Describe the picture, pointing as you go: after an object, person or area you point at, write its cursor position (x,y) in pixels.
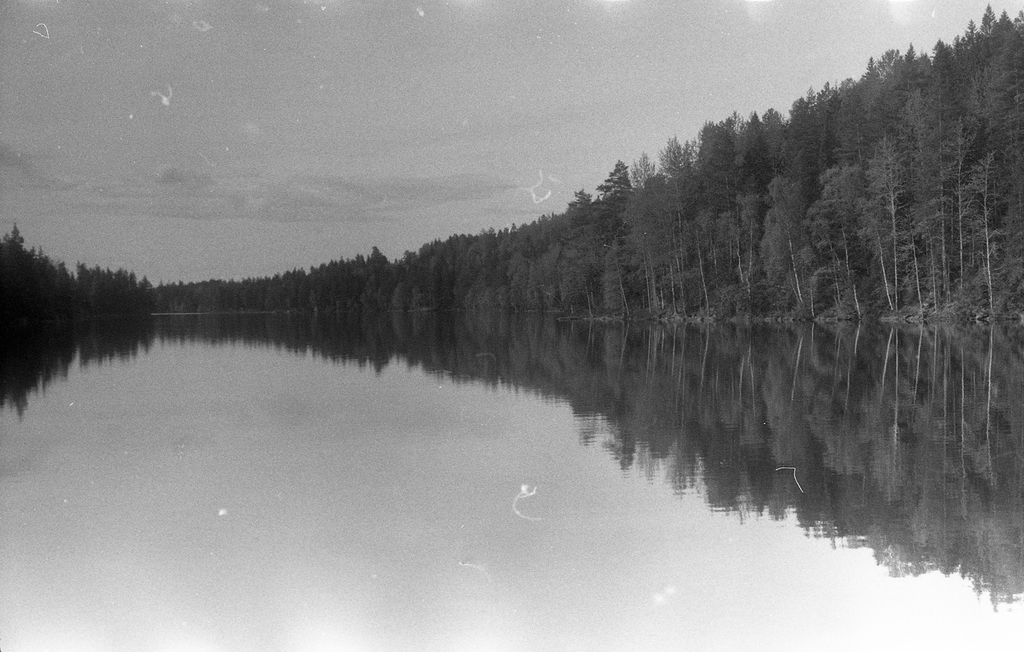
In this picture we can see water (526,447) and trees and we can see sky (337,89) in the background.
